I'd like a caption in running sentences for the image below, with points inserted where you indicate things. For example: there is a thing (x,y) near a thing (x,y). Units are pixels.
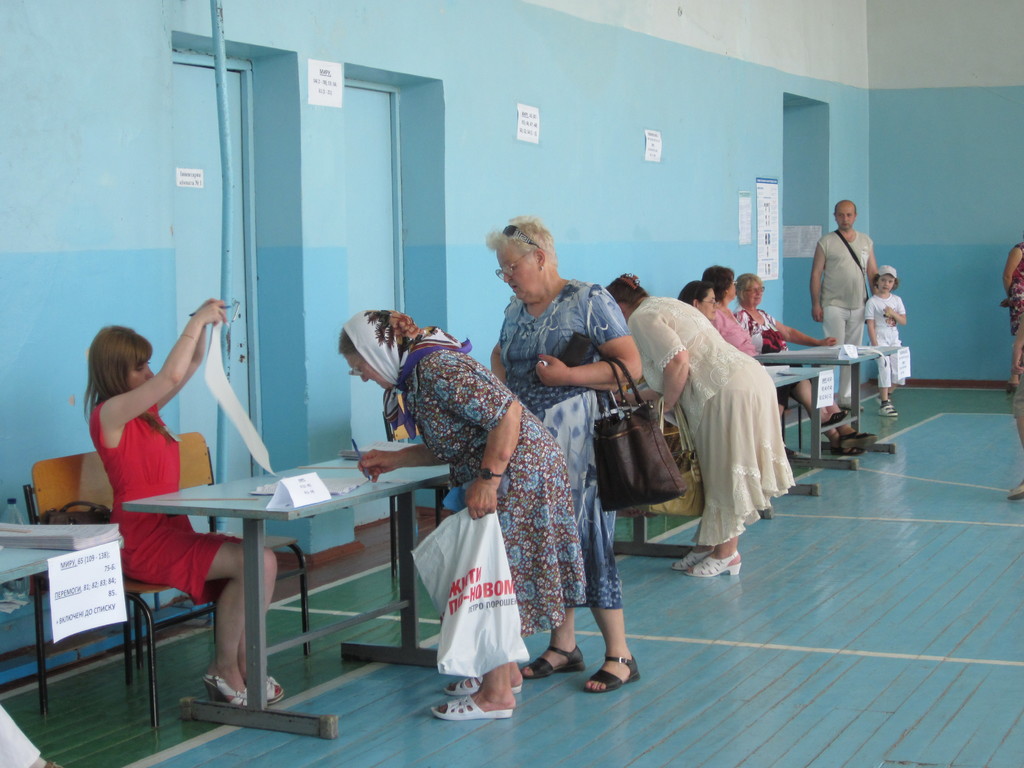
In this image there are group of people (1022,293), few (384,334) are standing and few (160,531) are sitting behind the table (360,492). There are papers (47,529), books (27,529) on the table (246,515). At the back (238,305) there are doors (209,220) and there are posters (533,115) on the wall (561,149).
